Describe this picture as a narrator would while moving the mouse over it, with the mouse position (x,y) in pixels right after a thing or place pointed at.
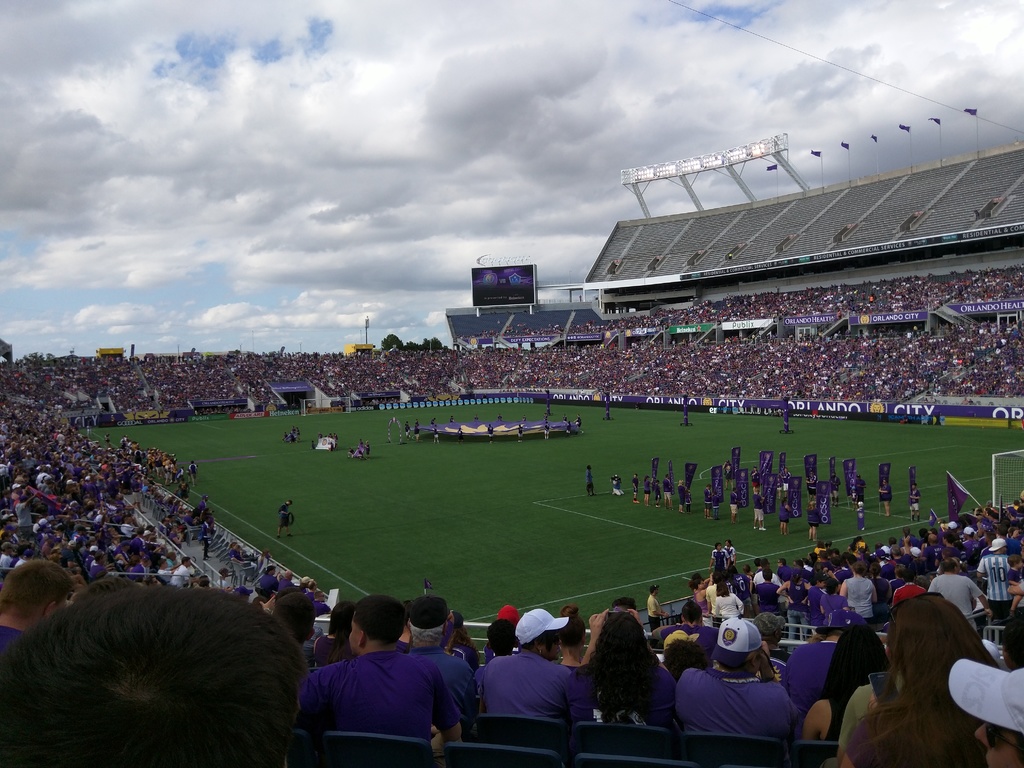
In this picture we can see a group of people (132,386) sitting on chairs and in front of them we can see some people (714,517) on the ground (583,484), banners (771,475), hoarding (487,293), trees (388,343), flags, football net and some objects (801,190) and in the background (279,200) we can see the sky (439,94) with clouds (244,122).
